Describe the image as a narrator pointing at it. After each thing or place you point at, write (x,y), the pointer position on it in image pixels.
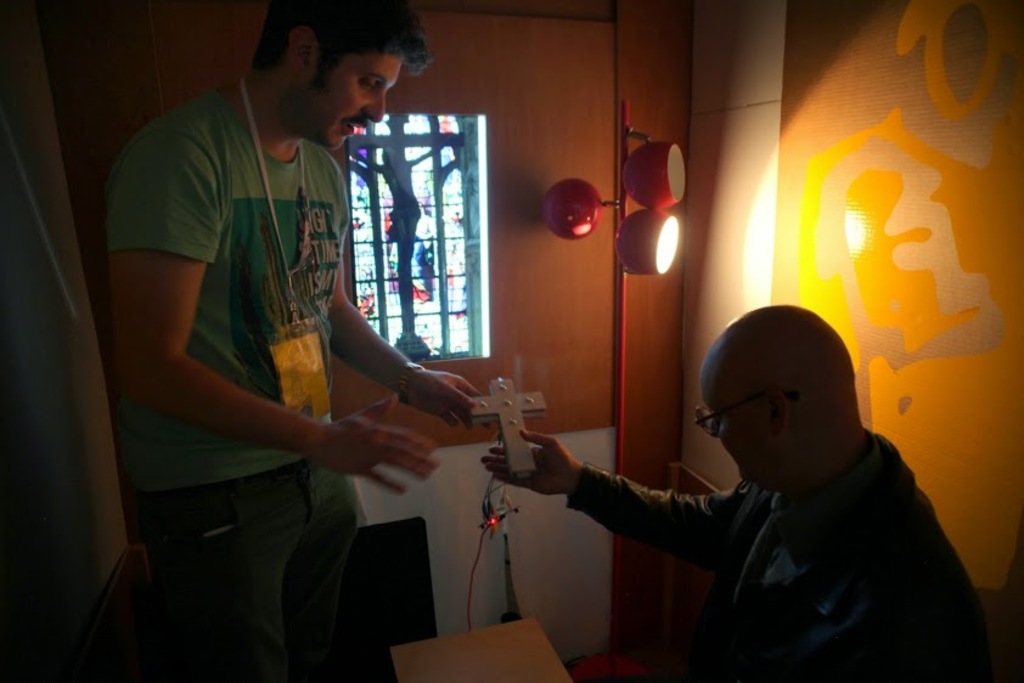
In this image, we can see two persons (249,472) in front of the wall (539,208). There is a person (828,367) in the bottom right of the image (918,607) holding a cross (524,446) with his hand (547,463). There is a window (455,120) and light (657,214) in the middle of the image (469,253).
